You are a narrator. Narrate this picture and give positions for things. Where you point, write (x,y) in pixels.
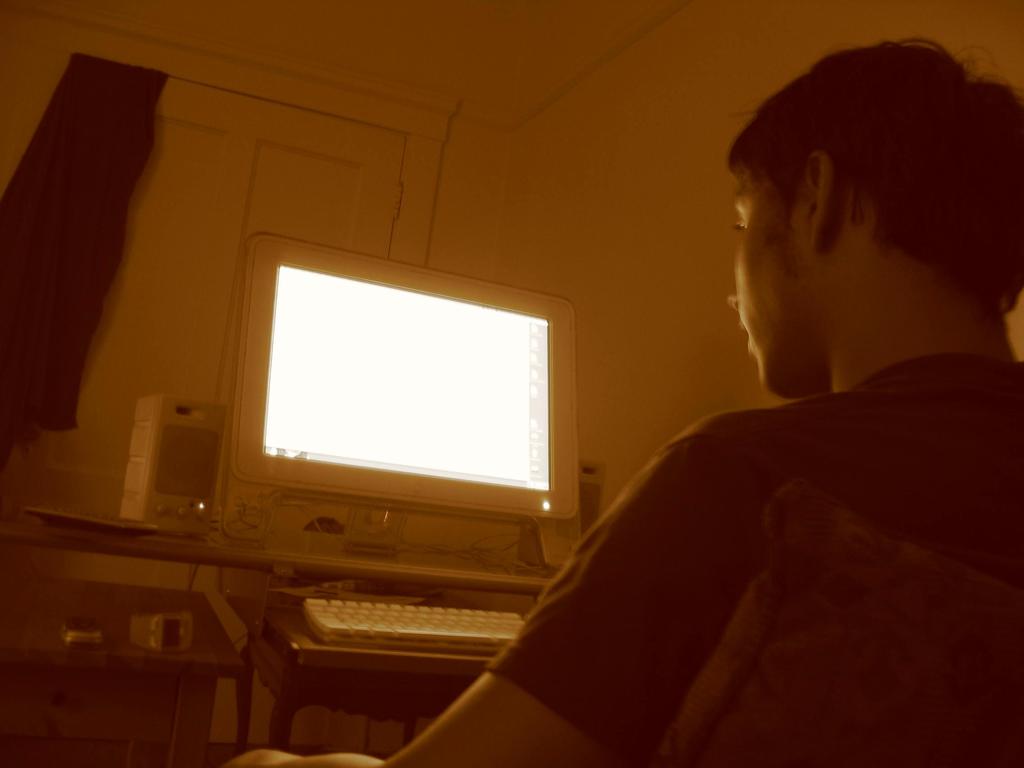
In this image I see a man (942,382) who is sitting and I see a table (231,552) on which there are speakers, a monitor (480,431) and I see the keyboard (449,624) over here and I see the wall (599,172) and I see a cloth (93,193) over here and I see few things (93,628) over here.
